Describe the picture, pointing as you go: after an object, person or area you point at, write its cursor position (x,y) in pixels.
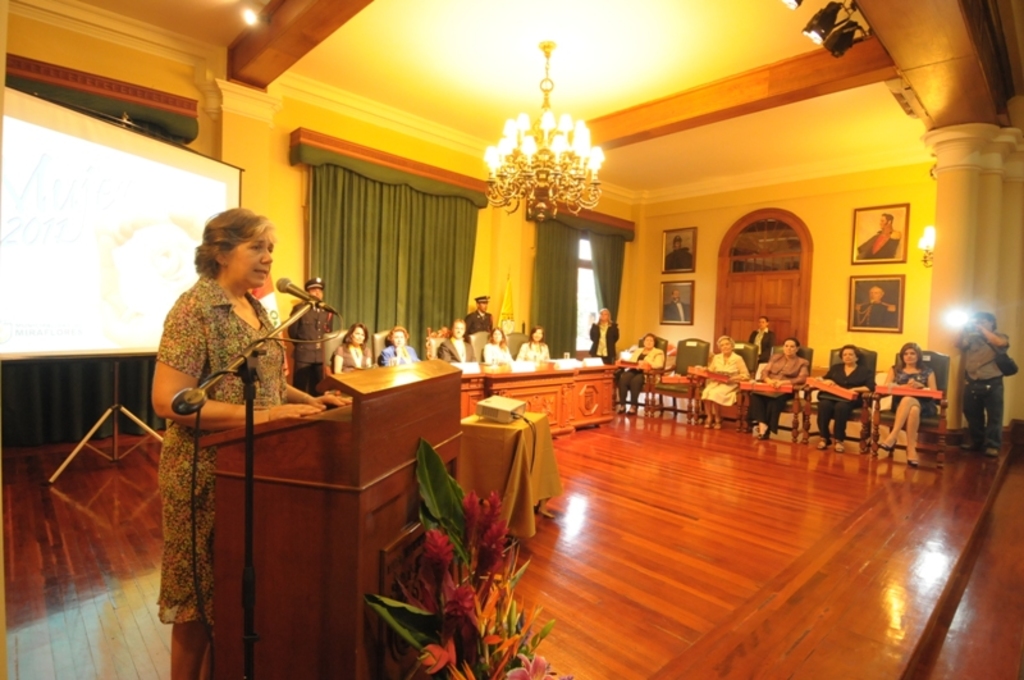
There are people (182,498) standing and few people (906,412) sitting on chairs (772,350). We can see microphone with stand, plant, floor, flowers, podium (221,588) and projector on the table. In the background (609,399) we can see table (609,399) with stand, curtains (346,204), frames (875,240) on the wall (822,230), light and door (808,291). We can see boards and objects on the table (510,371). At the top (840,17) we can see chandelier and lights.
